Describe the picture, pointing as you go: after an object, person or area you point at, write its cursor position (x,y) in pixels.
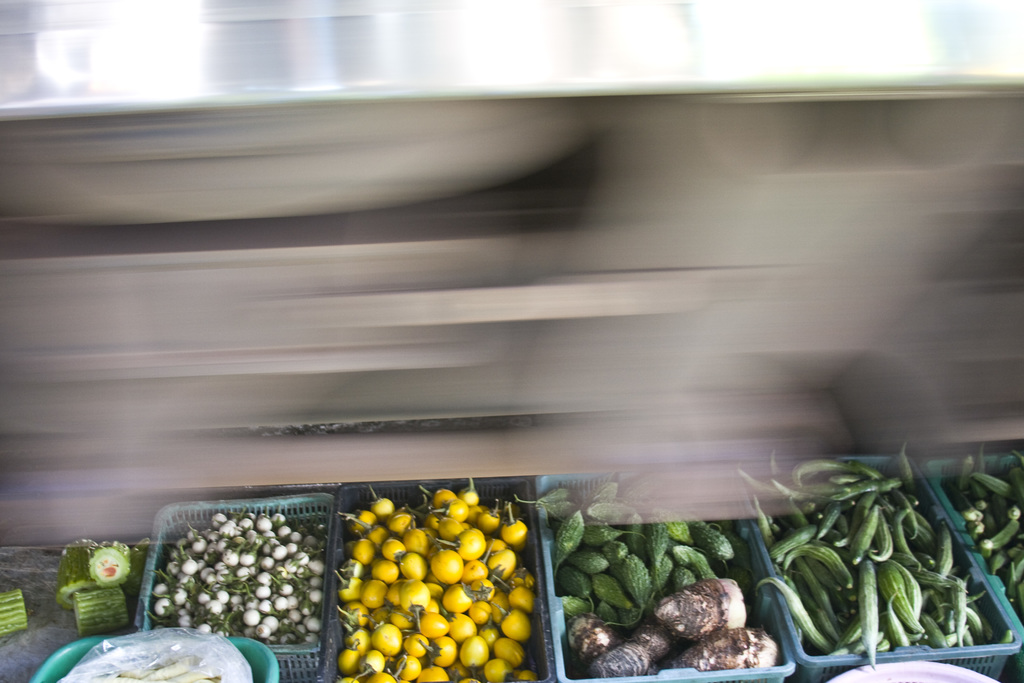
Here we can see vegetables (707,548) in the baskets (600,682). There is a blur background (551,140).
